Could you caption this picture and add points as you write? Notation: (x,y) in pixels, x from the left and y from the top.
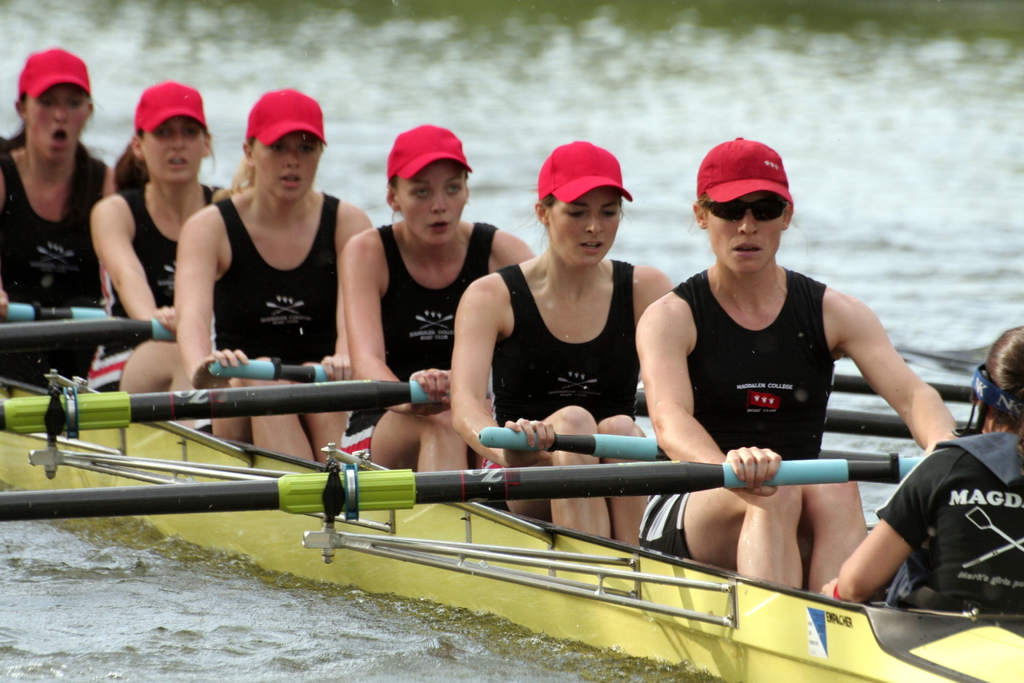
In this image I can see group of people (1004,357) sitting in the boat (524,557) and the boat (524,557) is on the water (92,62), and they are wearing black color dress (948,496) and holding few sticks (820,474).
